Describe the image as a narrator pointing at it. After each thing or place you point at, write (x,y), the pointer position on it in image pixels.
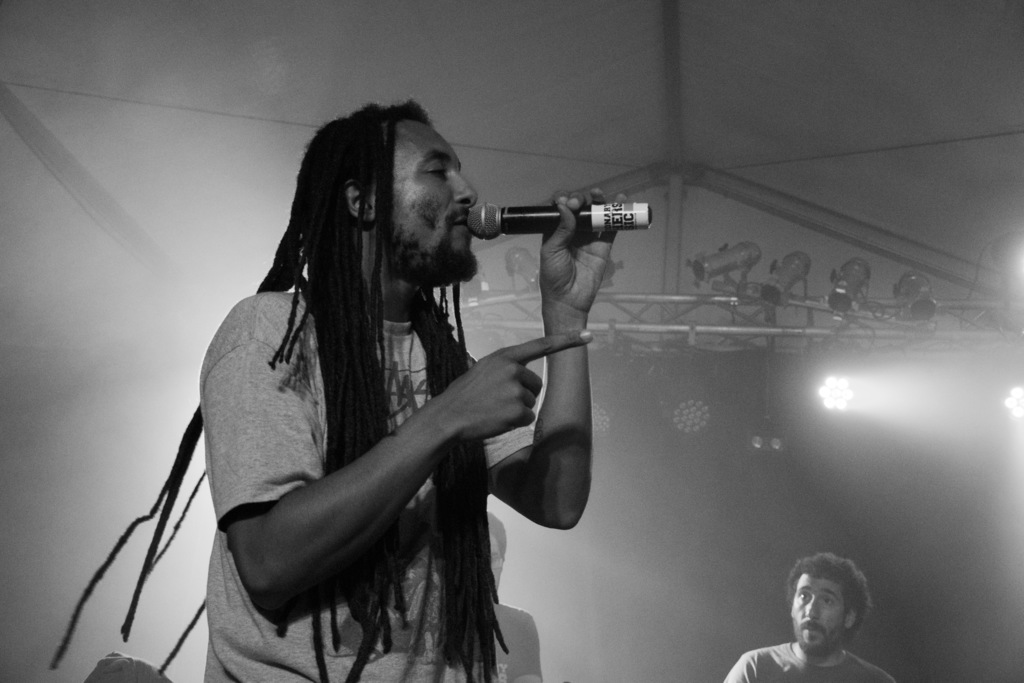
In the middle of the picture (345,257), man (240,380) in grey t-shirt (246,347) is holding microphone (483,231) in his hand (549,293) and singing on it. Beside him, we see two men (813,635) sitting and this picture is taken in a musical concert and this is a black and white picture.
